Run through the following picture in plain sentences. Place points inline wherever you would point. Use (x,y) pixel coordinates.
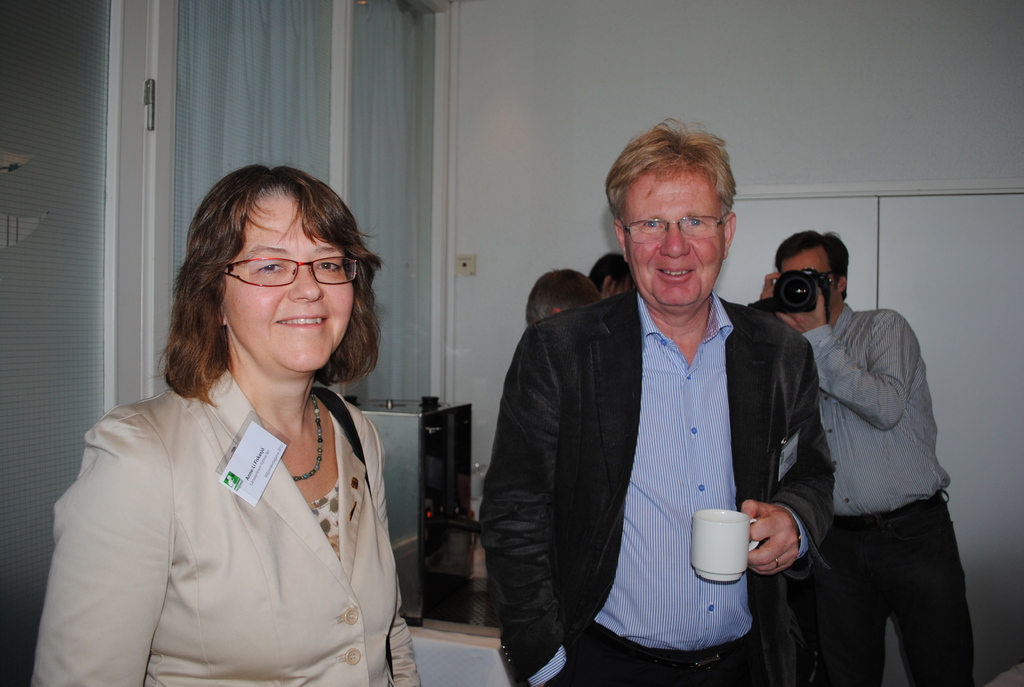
In this image, there is a person (559,363) standing and wearing clothes (274,491). These two person (289,334) are wearing spectacles (230,270) on their head (656,275). There is person (859,330) taking a snap with a camera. This person (712,400) is holding a cup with his hands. There is a machine (456,462) behind this person (512,430). There is a window (340,143) attached to the wall (555,62). This wall (600,49) is behind These persons (224,328).
